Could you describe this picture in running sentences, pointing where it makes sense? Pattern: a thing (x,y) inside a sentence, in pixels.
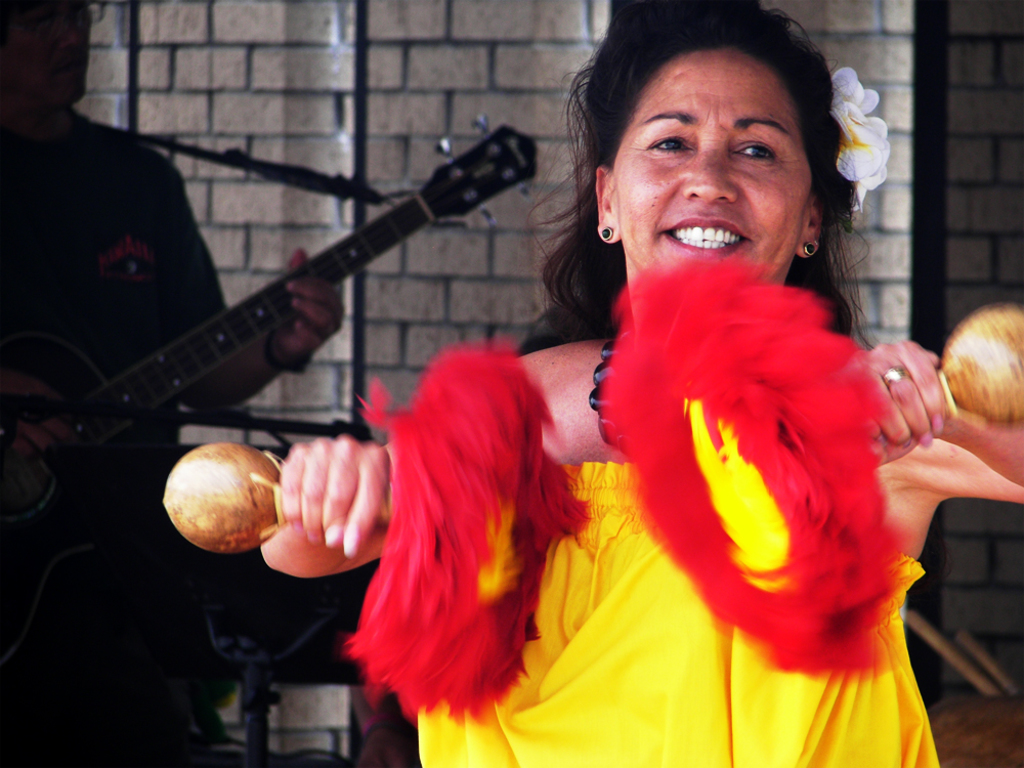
This image is clicked inside. In this there is a woman (672,145) dancing. She is wearing a yellow dress (610,640). She is holding rattles (496,481) in her hand (315,473). To the left (159,314), there is man (99,288) standing and playing guitar (83,420). In the background (353,69), there is a wall (396,70).
